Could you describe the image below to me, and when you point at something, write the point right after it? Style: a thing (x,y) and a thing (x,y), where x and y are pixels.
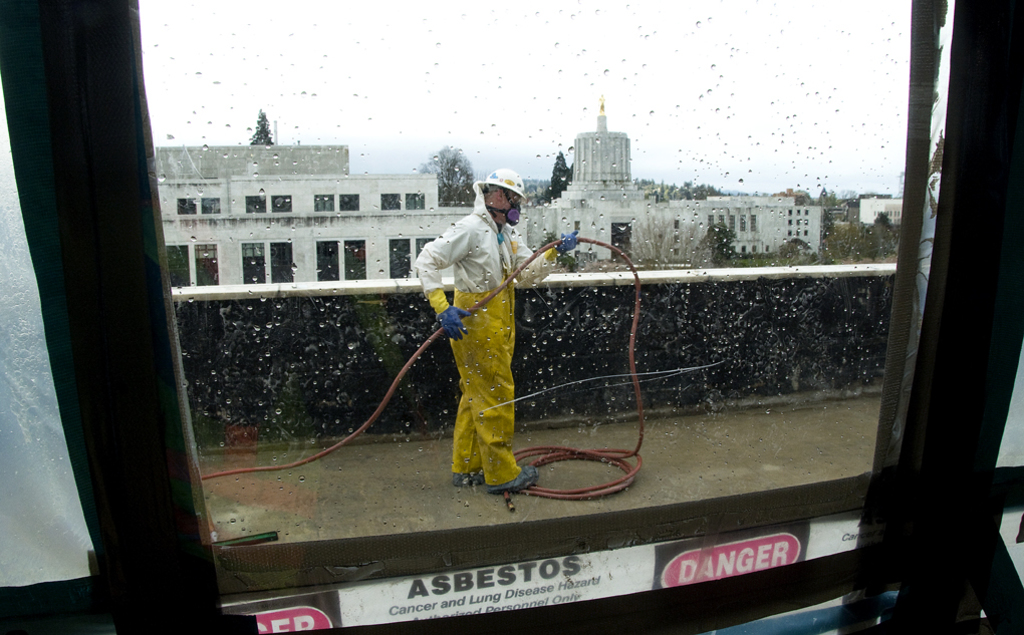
In this image there is the sky (550,59) towards the top of the image (364,67), there are trees (845,232), there are buildings (529,241), there are windows (264,259), there is a wall (252,286), there is a man (469,243) standing, he is holding a pipe (518,273), he is wearing a helmet (508,172), there is a glass window (493,167), there are water drops (607,74) on the glass window (554,213), there is a board (562,578) towards the bottom of the image (511,588), there is text (458,585) on the board (668,564).
